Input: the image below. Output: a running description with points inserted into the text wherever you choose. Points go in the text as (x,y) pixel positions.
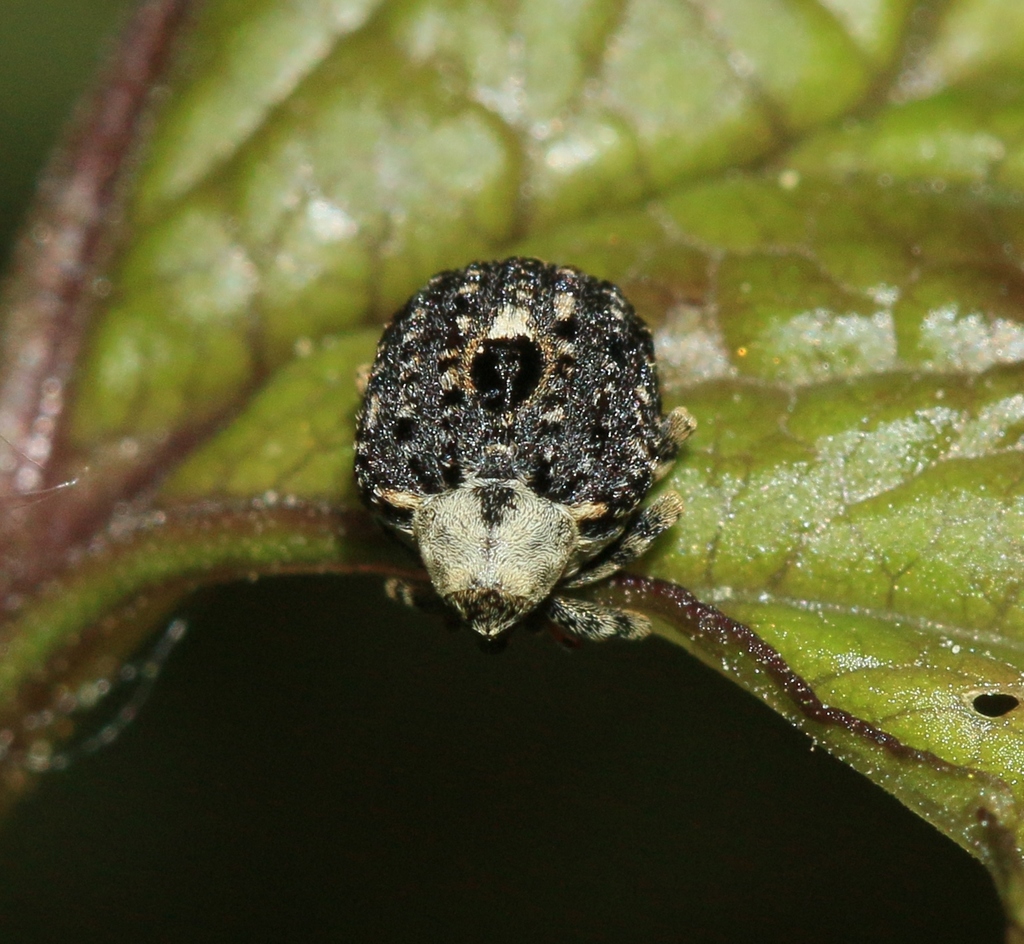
In the middle of the image (527,478) we can see an insect (630,557) on the leaf (649,558).
